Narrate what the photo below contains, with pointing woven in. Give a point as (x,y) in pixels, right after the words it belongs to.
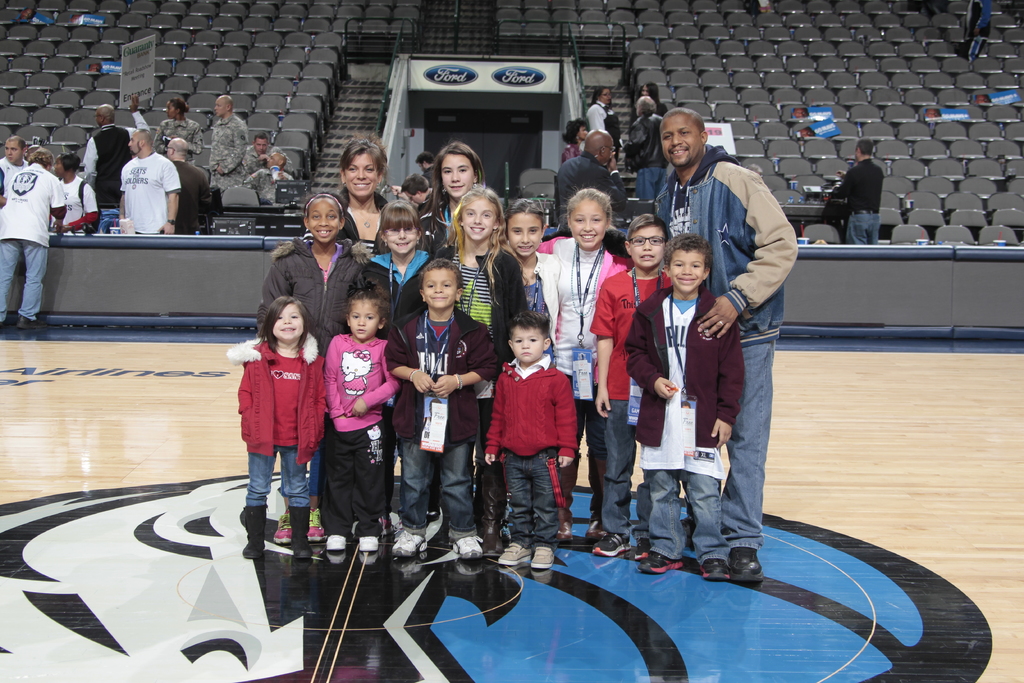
In this image there are a few kids (501,268) and two adults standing in a court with a smile on their face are posing for the camera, behind them on the stands (244,103) there are a few people (107,164).
